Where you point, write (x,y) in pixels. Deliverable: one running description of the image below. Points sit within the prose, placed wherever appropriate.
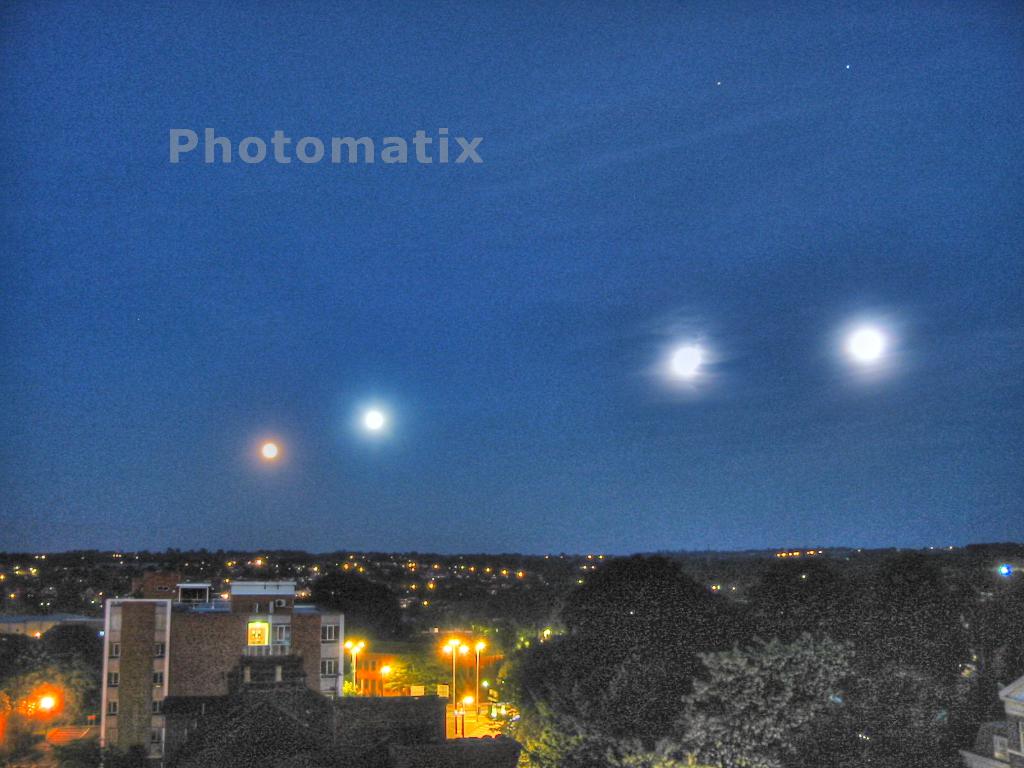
In this image there are buildings (172,659), trees (665,638), street lights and in the background (566,379) there is the sky (566,379).
